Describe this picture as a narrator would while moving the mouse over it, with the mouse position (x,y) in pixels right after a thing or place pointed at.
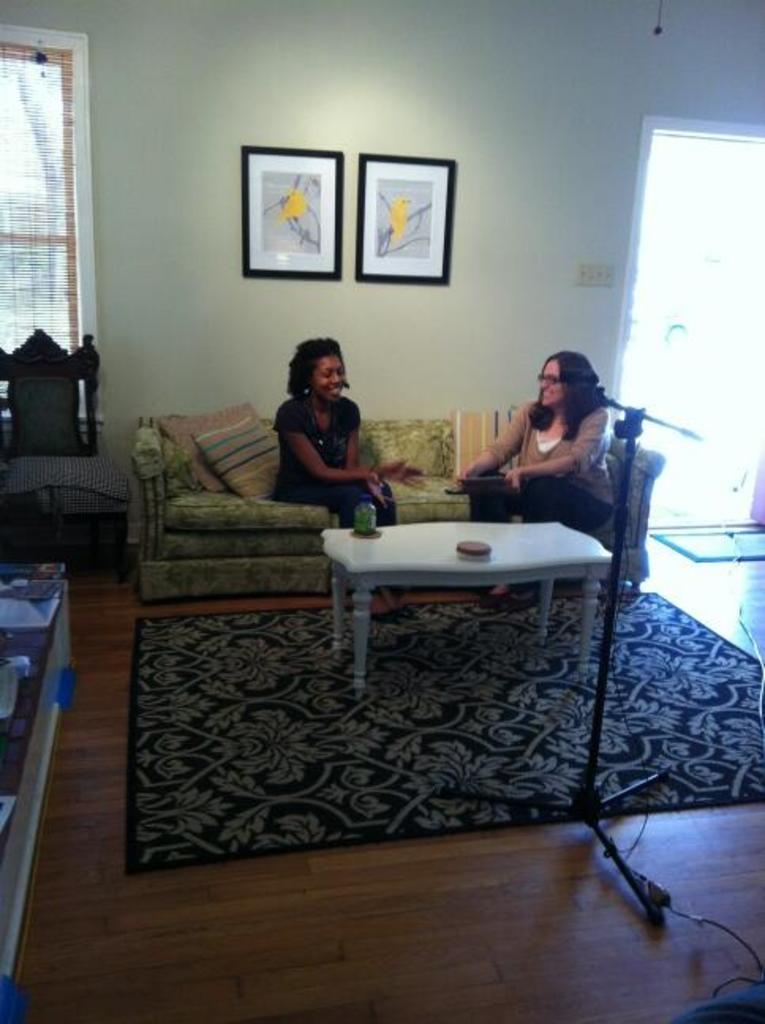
There are two persons (574,430) sitting on a sofa (489,423) and there is a table (538,549) and a black stand (617,553) in front of them and there are two paintings (360,192) on the wall (481,225) and there is a door (693,284) opened in the background (693,339).
